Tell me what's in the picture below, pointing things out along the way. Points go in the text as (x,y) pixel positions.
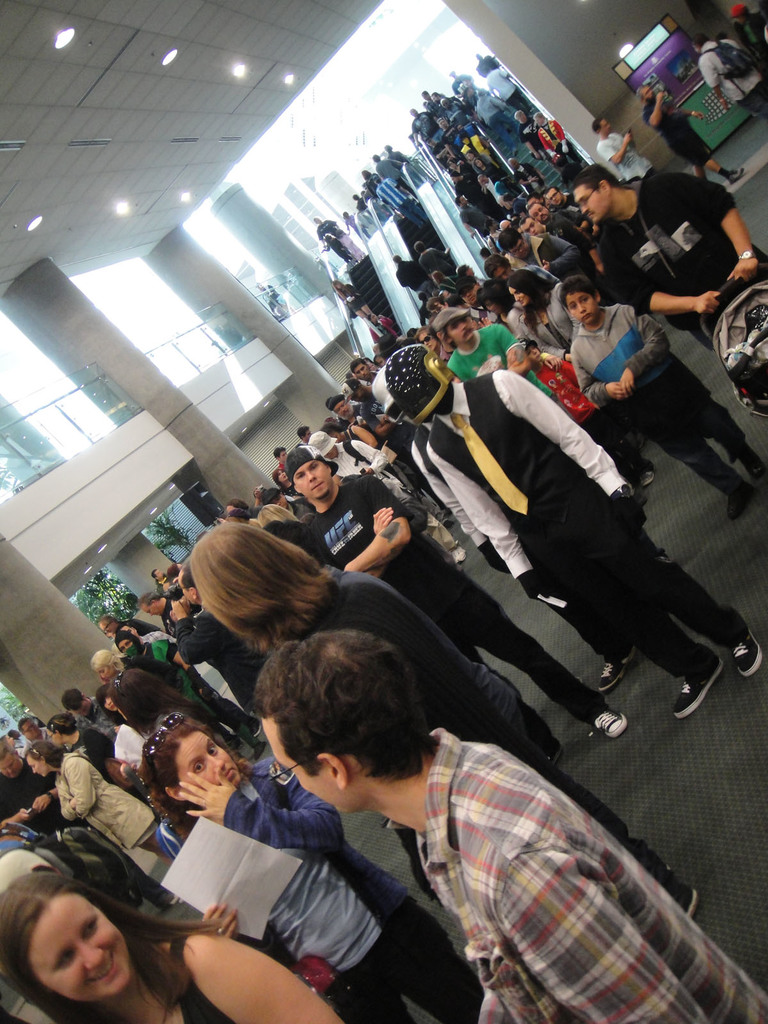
In this image we can see many people (501,359), and on the left side (99,319) we can see some pillar (50,643), at the top (125,211) we can see some ceiling light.
